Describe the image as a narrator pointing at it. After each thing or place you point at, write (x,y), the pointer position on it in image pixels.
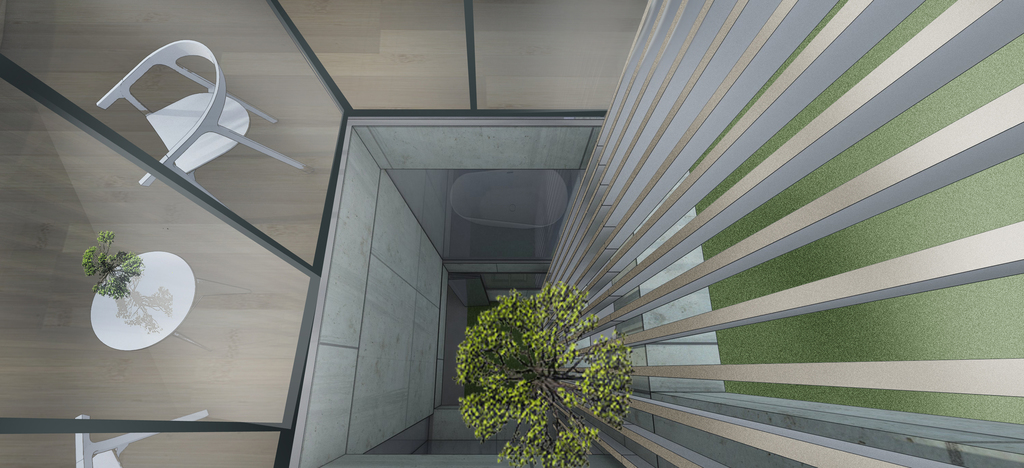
This is a view from top of the building (794,216). On the right side (731,160) there are pillars (742,94) and a tree (542,359). And there are glass walls (247,189). Through that we can see a table (145,295) and chairs (191,130).
